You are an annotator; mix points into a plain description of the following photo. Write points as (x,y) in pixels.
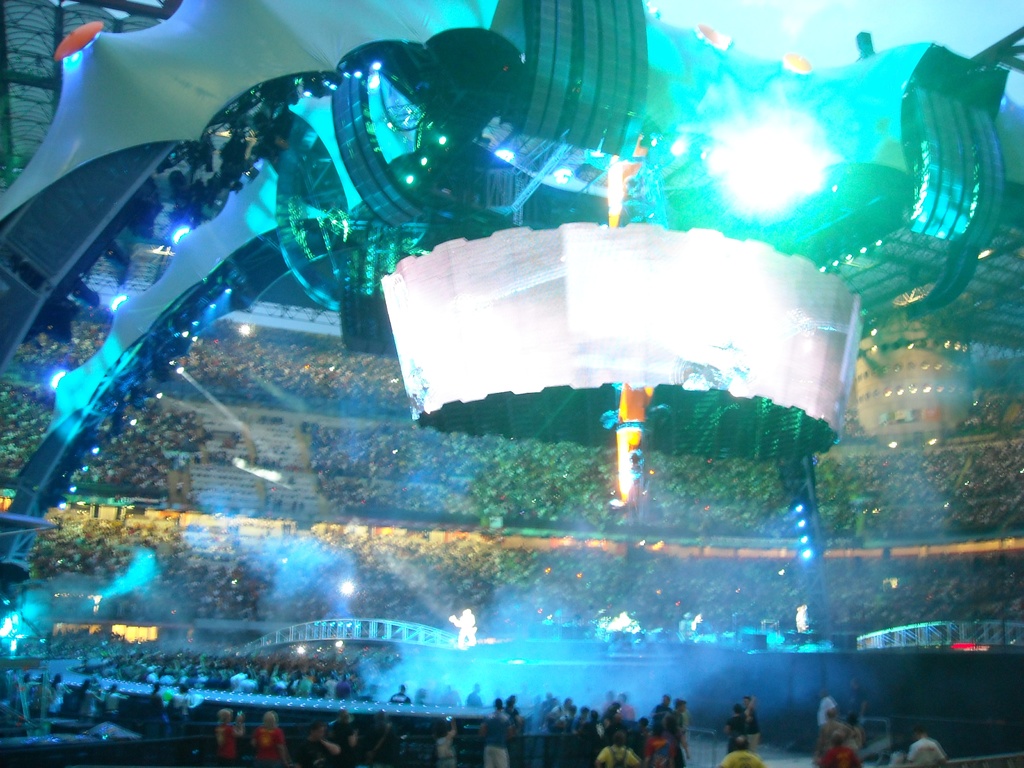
This is a stadium (488,541) and here we can see crowd (422,448) and there are some people (640,736) standing in the front (651,767). At the top (181,245), there is an arch (181,257) and we can see lights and there are railings (423,631).
